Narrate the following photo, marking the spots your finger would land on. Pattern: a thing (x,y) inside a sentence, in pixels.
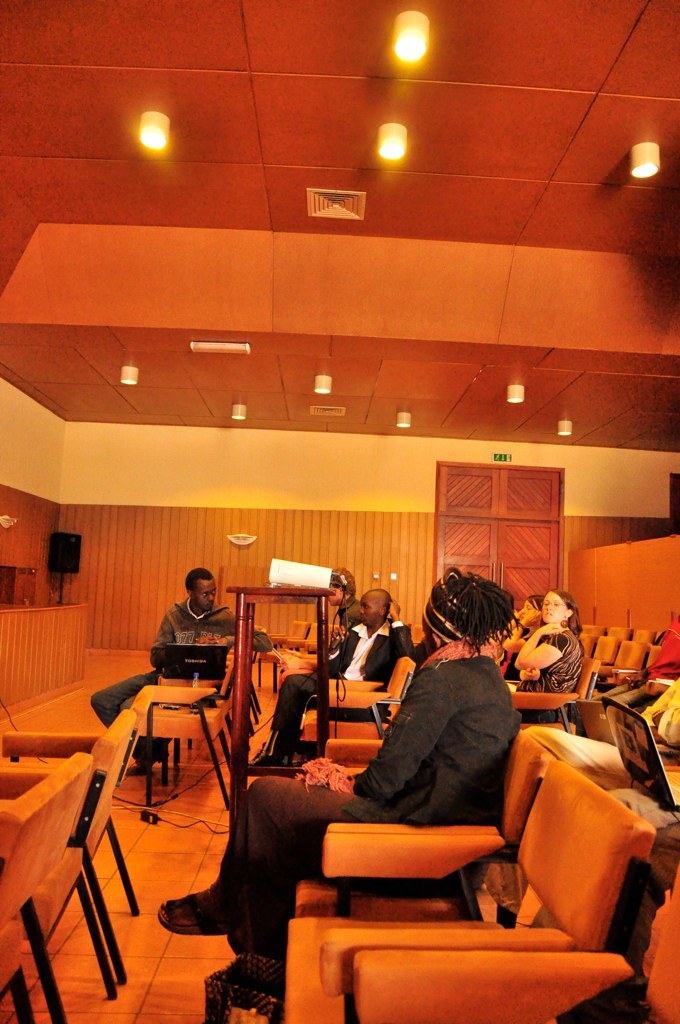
In the image we can see there are people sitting on the chair (380,915) and there is a laptop (175,673) kept on the table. On the top (397,140) there are lightings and there is a speaker (58,558) kept on the stand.
